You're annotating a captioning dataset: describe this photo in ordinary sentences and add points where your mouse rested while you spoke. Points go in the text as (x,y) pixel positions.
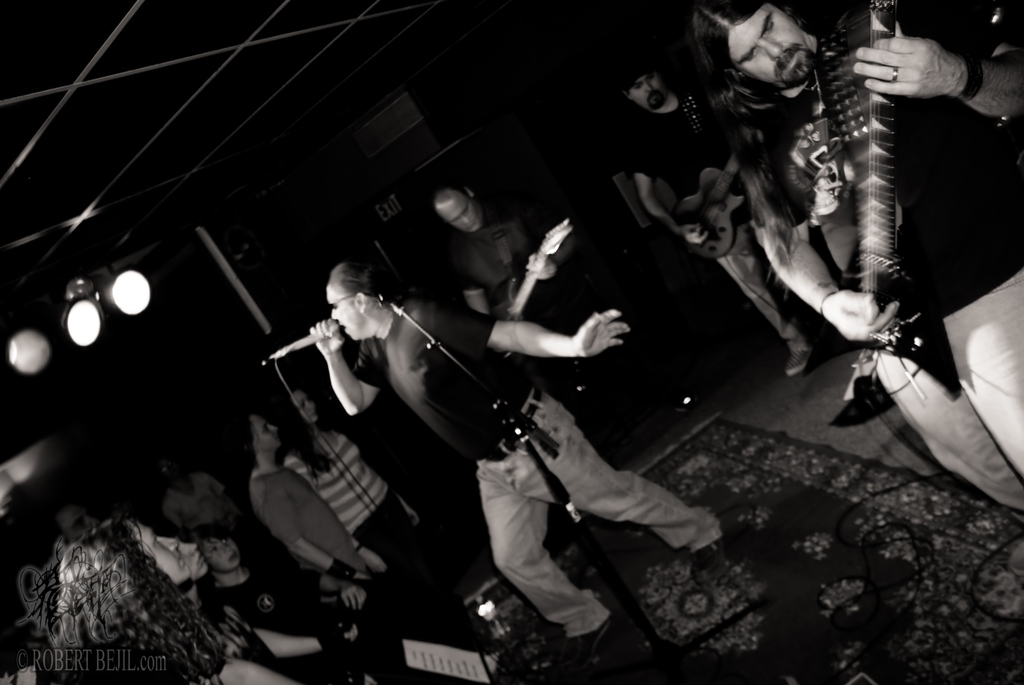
This picture is taken in a room (711,618). To the right side (805,176) there are three persons (637,151) playing musical instruments (884,234). One person (340,377) is holding a mike (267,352) and singing. The picture is in black and white. Towards the left corner (187,633) there are group of people (316,613) watching them. Towards the left corner (85,333) there are lights (85,333) and ceiling (168,177).
